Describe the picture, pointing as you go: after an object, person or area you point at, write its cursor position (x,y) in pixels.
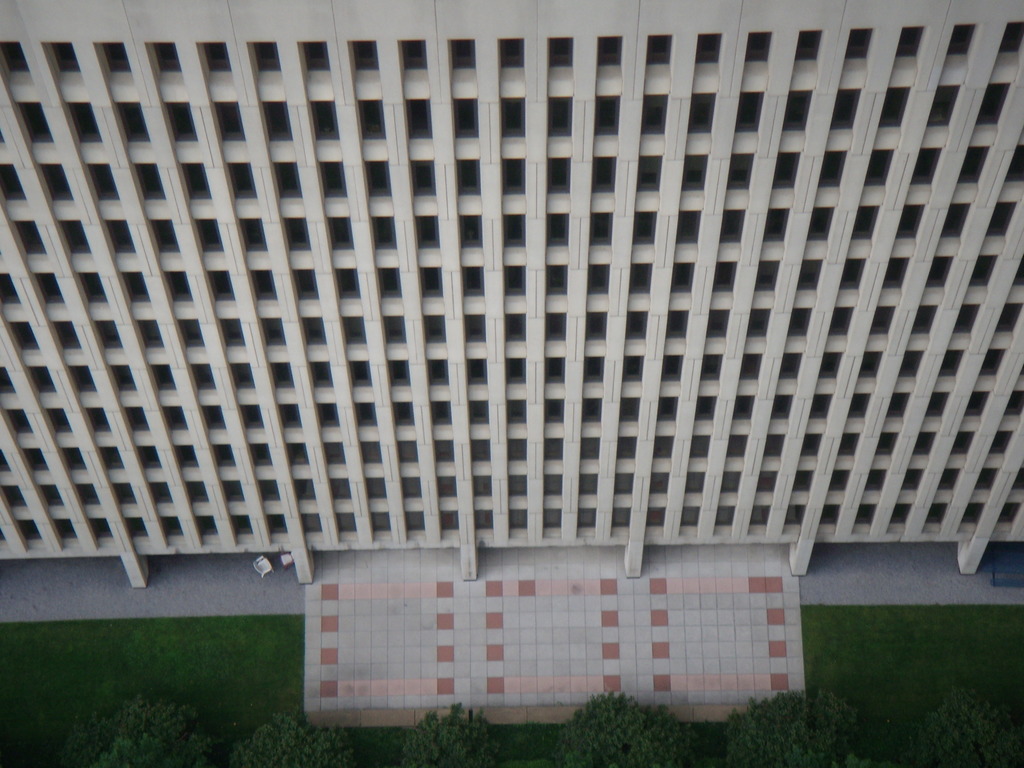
In this image we can see a building (935,465). At the bottom of the image (667,741), we can see plants (196,734) and grassy land (871,669).
